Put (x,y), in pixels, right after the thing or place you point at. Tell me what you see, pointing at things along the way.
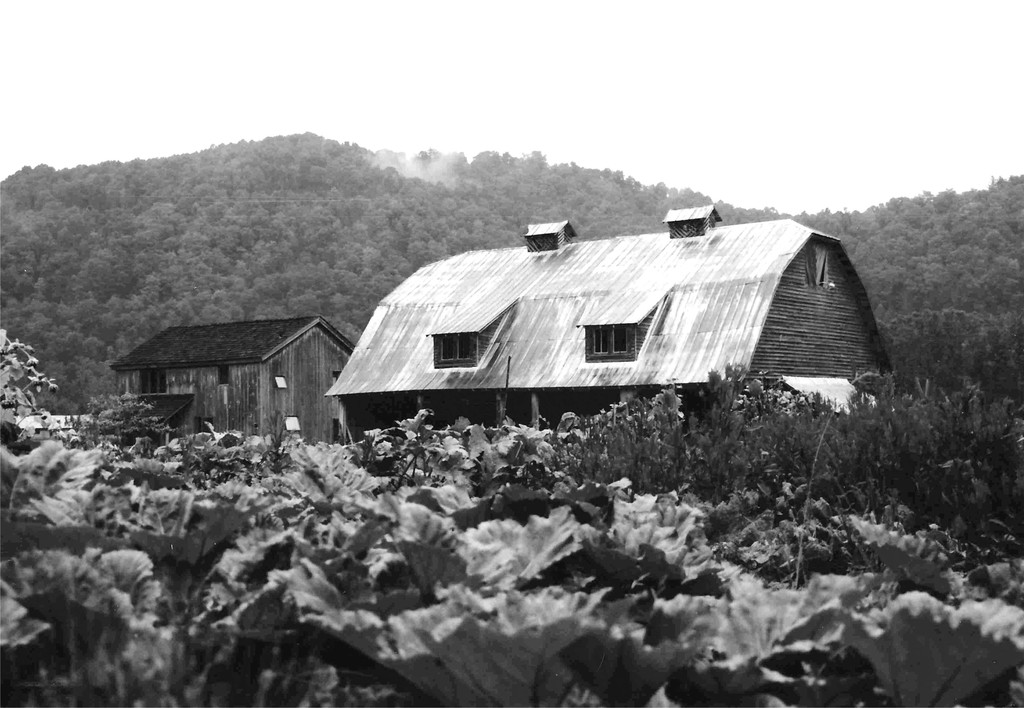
This picture is in black and white. In the center (666,328), there are two houses (558,229) constructed with the wood (191,405). At the bottom (484,475), there are plants (554,478). In the background (369,259) there are hills (957,245) with trees (234,281). On the top (492,44), there is a sky (681,46).
